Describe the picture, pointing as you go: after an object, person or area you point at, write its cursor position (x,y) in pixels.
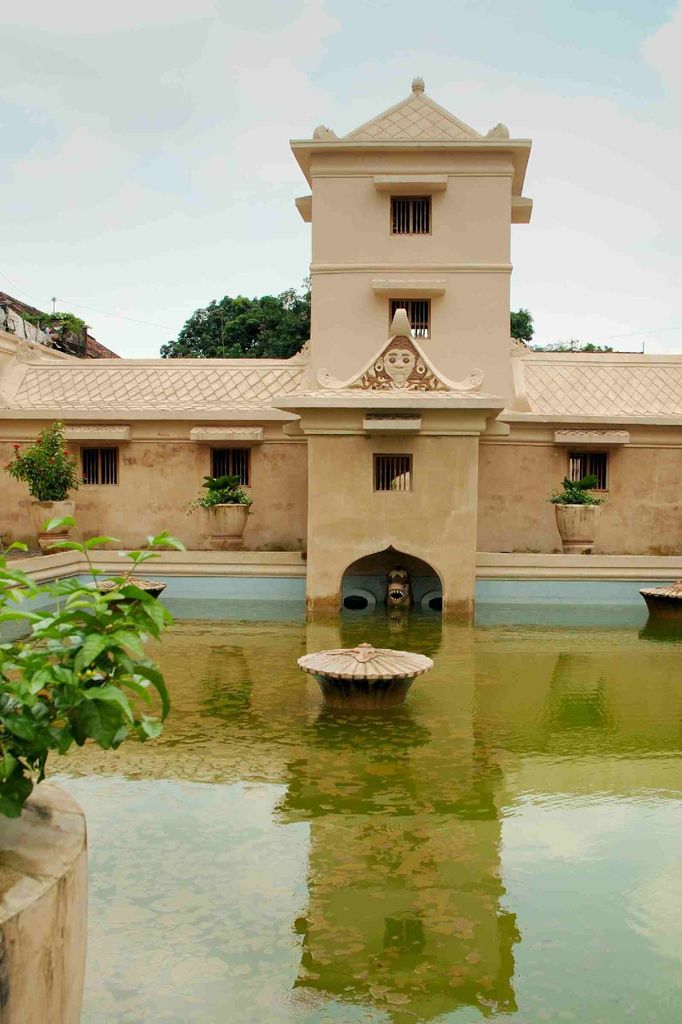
In the picture I can see the water (177,792), a plant (116,650) on the left side of the image (2,733), I can see house (504,486), flower pots (585,506), trees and the cloudy sky (232,114) in the background (666,156).
